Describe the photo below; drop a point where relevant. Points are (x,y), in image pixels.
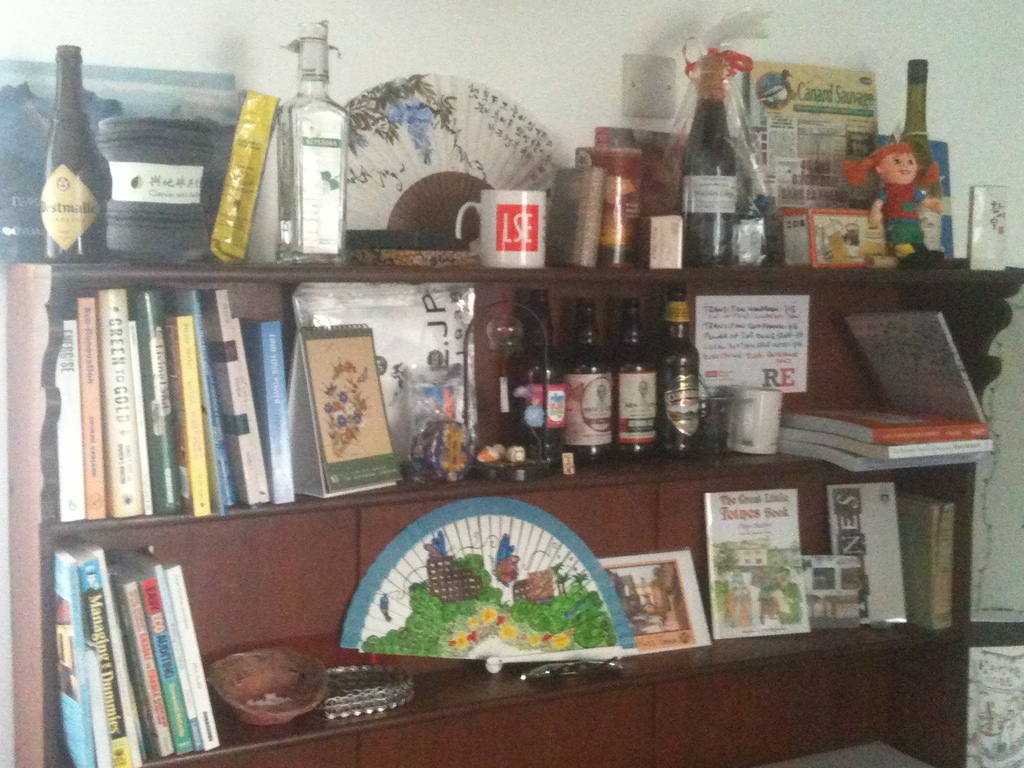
In this image there is a stand (655,328) and we can see books (152,410), bottles (532,342), cup (536,235) and some decors (454,637) placed in the stand (432,504). In the background (930,25) there is a wall (577,33).
